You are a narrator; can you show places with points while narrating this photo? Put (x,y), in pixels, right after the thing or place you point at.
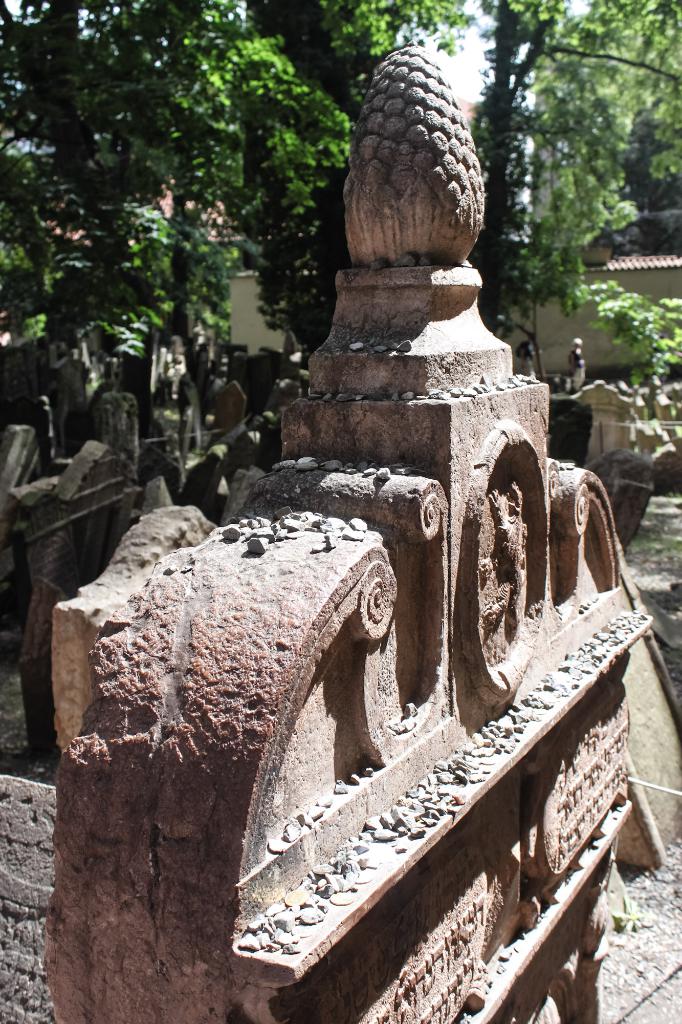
In the picture we can see a sculptured stone (550,836) on it, we can see some designs (571,823) and behind it, we can see some plants (566,287) and wall (563,327) and behind it we can see trees (678,242).
